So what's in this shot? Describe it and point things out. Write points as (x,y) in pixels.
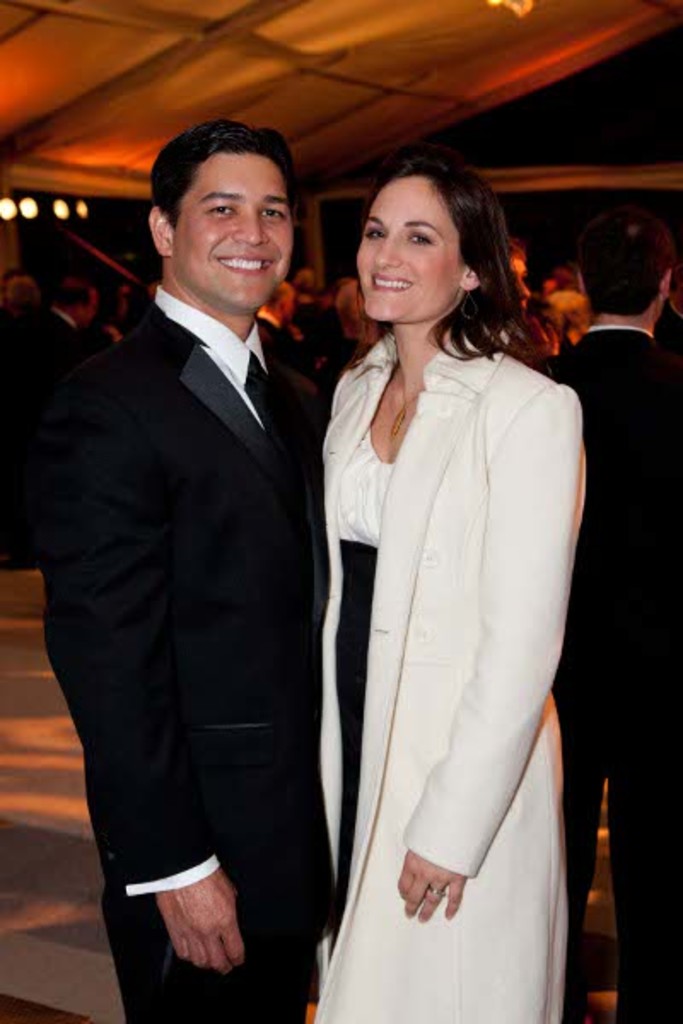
In this image we can see a man (182,599) and woman (417,741) is standing. Man (243,838) is wearing black color suit (221,690) and the woman (391,616) is wearing white color coat (430,599). behind so many people (590,295) are present.
